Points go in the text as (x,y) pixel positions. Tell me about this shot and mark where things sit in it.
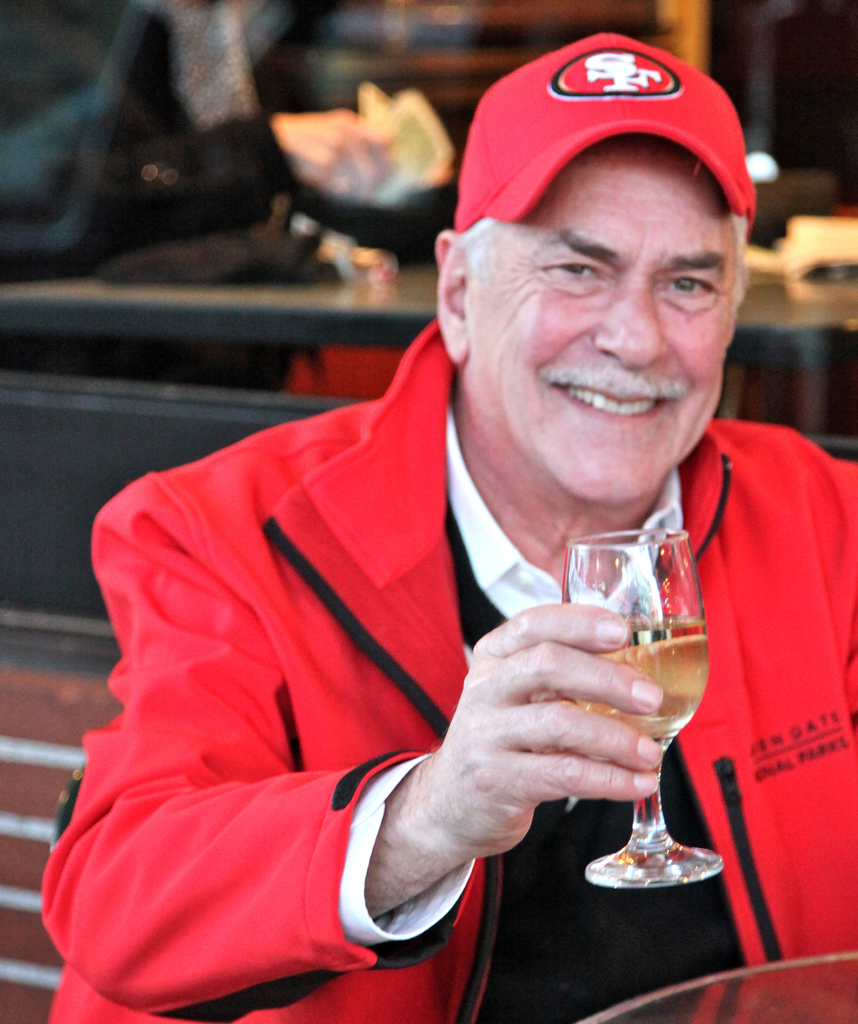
This picture shows a man (467,326) wearing a cap (555,127), holding a glass (617,567) with drink (621,715) in his hands (533,752) and smiling. In the background (213,313) there is a table (213,313) here.
